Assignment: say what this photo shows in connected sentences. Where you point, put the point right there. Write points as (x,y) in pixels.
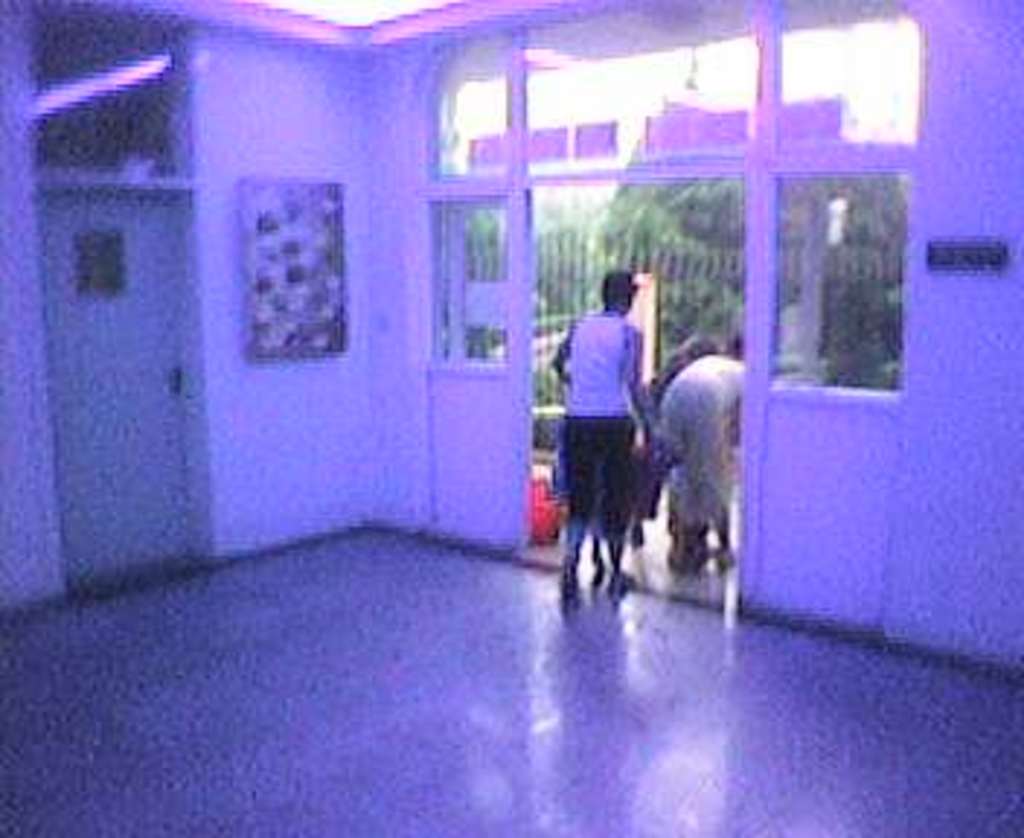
In this image I can see the inside of a room (1014,133) and in the middle of this picture (635,365) I see few people (592,418) and I see that this image is blurred and I see the floor (545,710) in front (452,728).
